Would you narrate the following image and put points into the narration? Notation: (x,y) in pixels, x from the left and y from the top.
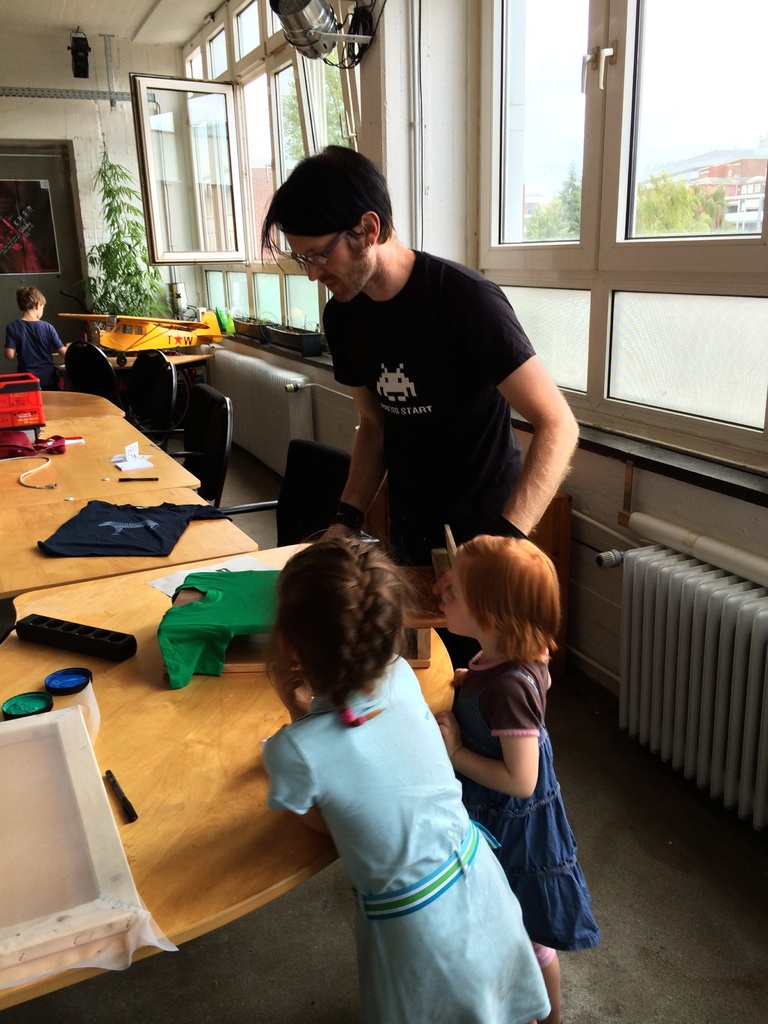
As we can see in the image there is a window (347,135), plant (121,190), wall (82,125) and few people (353,390) here and there and there is a table (119,492). On table (85,479) there is a cloth (170,542).
